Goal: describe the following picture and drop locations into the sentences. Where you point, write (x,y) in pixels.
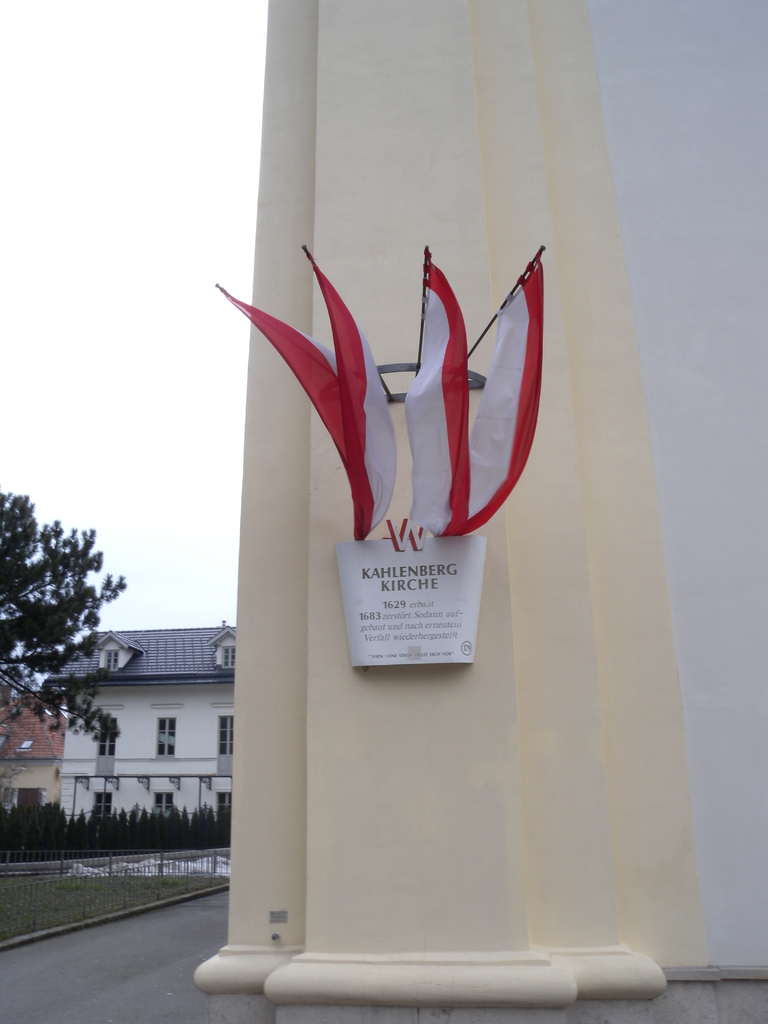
In the foreground of the image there are flags (448,489). There is a board (369,613) with some text (413,585) on the wall (545,219). In the background of the image (206,679) there are houses (105,796), plants (56,809), trees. At the bottom of the image (95,967) there is road (114,963). At the top of the image (156,83) there is sky (137,122).
